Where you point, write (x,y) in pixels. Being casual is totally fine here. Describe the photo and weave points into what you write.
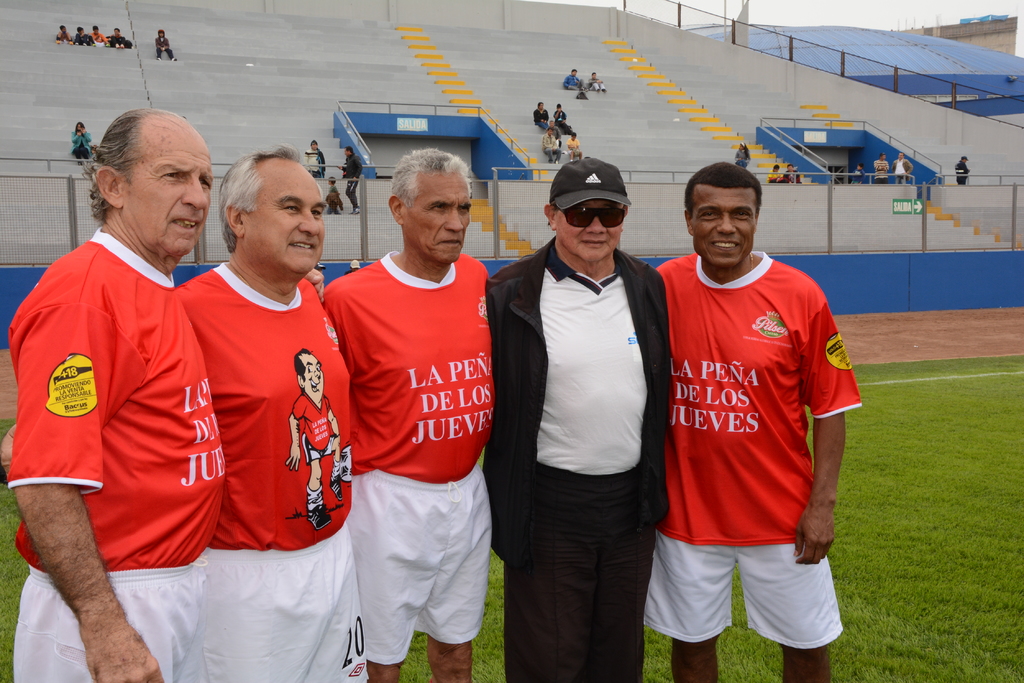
In the picture we can see five people (606,415) standing. We can also there is grass (928,428). In the background (369,110) we can see stadium (151,89), people (118,42) and building (967,66).
